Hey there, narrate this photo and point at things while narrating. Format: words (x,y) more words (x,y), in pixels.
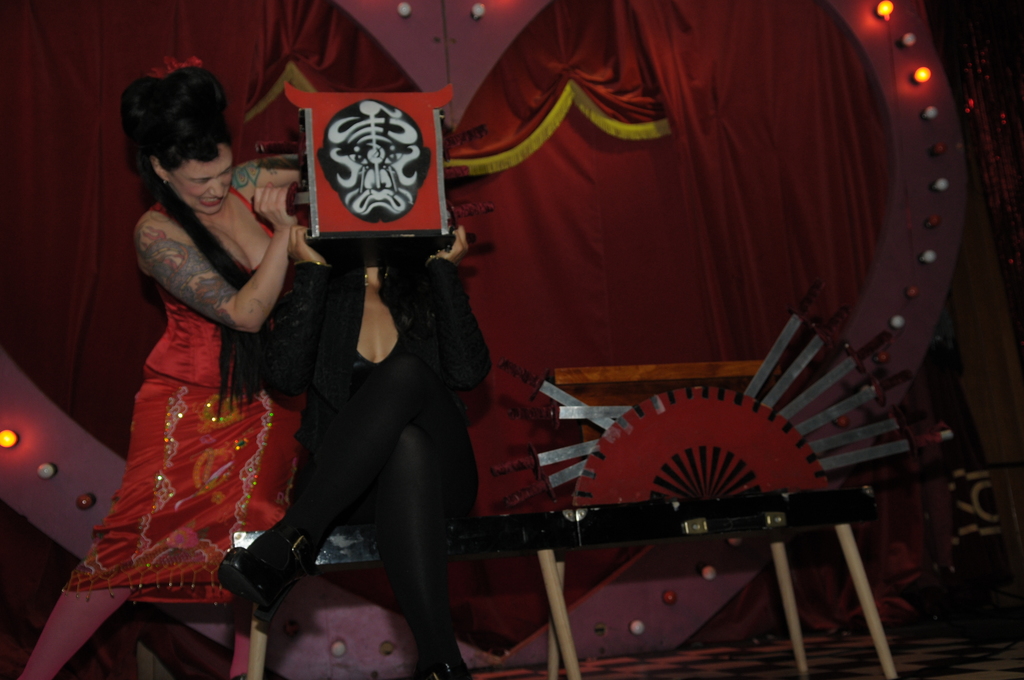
The picture is taken in a stage performance. In the foreground of the picture (635,492) there is a bench (844,525), on the bench (243,536) there are swords (886,453) and a woman (369,434) sitting. On the left (184,346) there is a woman (212,387) standing. In the background (661,99) there are lights (47,472) and curtains (618,123).
